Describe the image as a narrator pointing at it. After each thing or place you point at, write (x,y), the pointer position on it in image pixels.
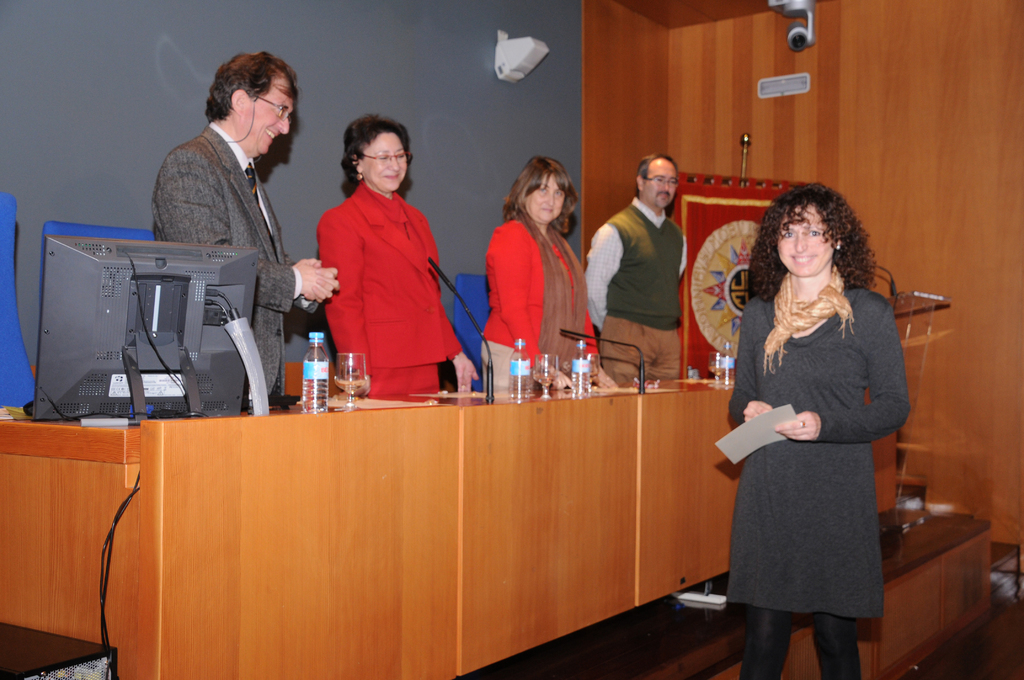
In this image there is a bench (84,451), on the bench (73,457) there are mikes (619,343), bottles (521,359), glasses (541,359), system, in front of the bench (714,406) there is a woman (823,459) holding a paper (747,442), behind the bench (721,423) there are four persons (536,232) standing in front of wall (552,147), there are blue color chairs (2,244) visible behind the people (652,182), on the right side (781,150) there is a wooden wall (1006,177), at the top (771,0) there is a camera (805,46), there is a cable cord (106,587) visible in the bottom left (104,571) attached to the bench (162,556).
